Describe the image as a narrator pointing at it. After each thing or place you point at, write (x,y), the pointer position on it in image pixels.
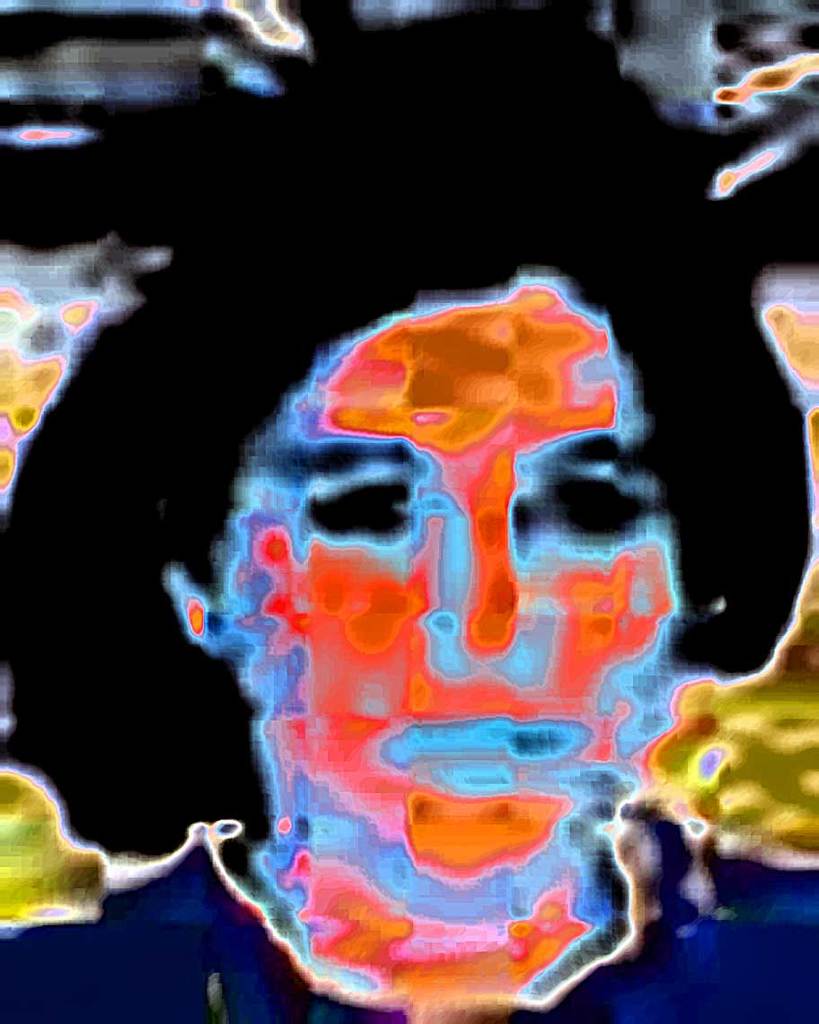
It is an edited image. In this image we can see some person (624,610).
